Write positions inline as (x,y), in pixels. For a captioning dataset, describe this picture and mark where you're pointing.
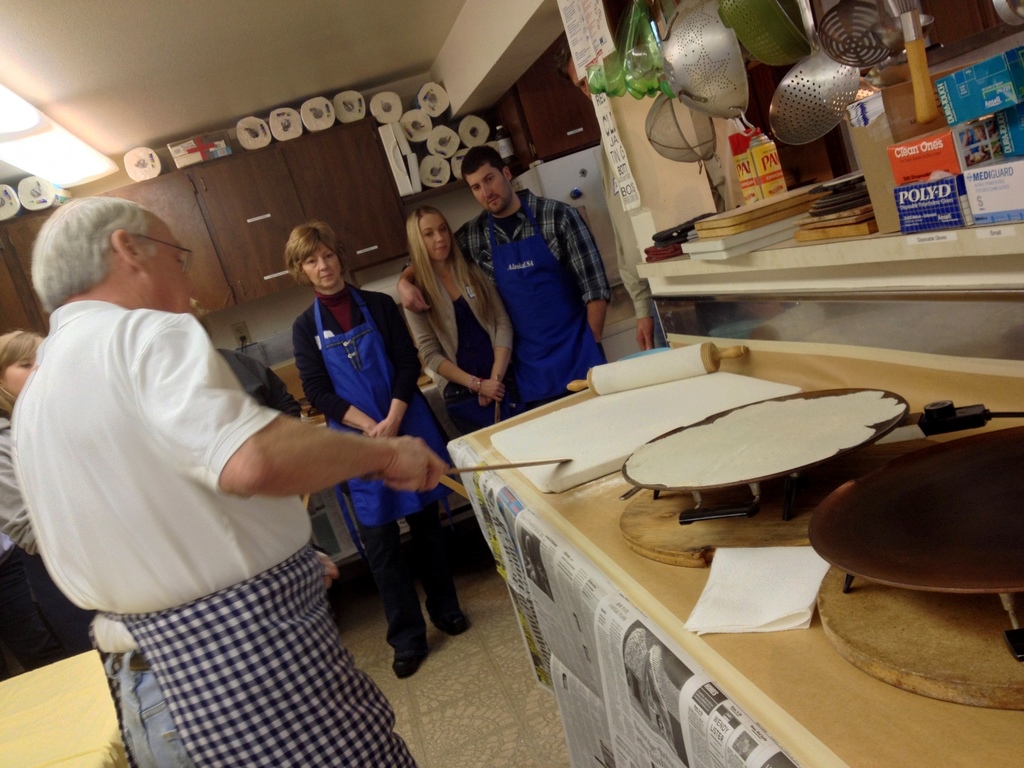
In this image, on the left (185,498) there is a man (189,514) who is standing and explaining the things to the people (358,338) who are beside him. There are people (474,372) wearing the cooking coat (542,287). At the top (21,129) there is light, cupboard (258,187) and tissue papers (386,123) on it. To the right side (812,458) there is a pan (697,498) on which there is chapati (650,448) and in above it there are steel strainers (809,83).
